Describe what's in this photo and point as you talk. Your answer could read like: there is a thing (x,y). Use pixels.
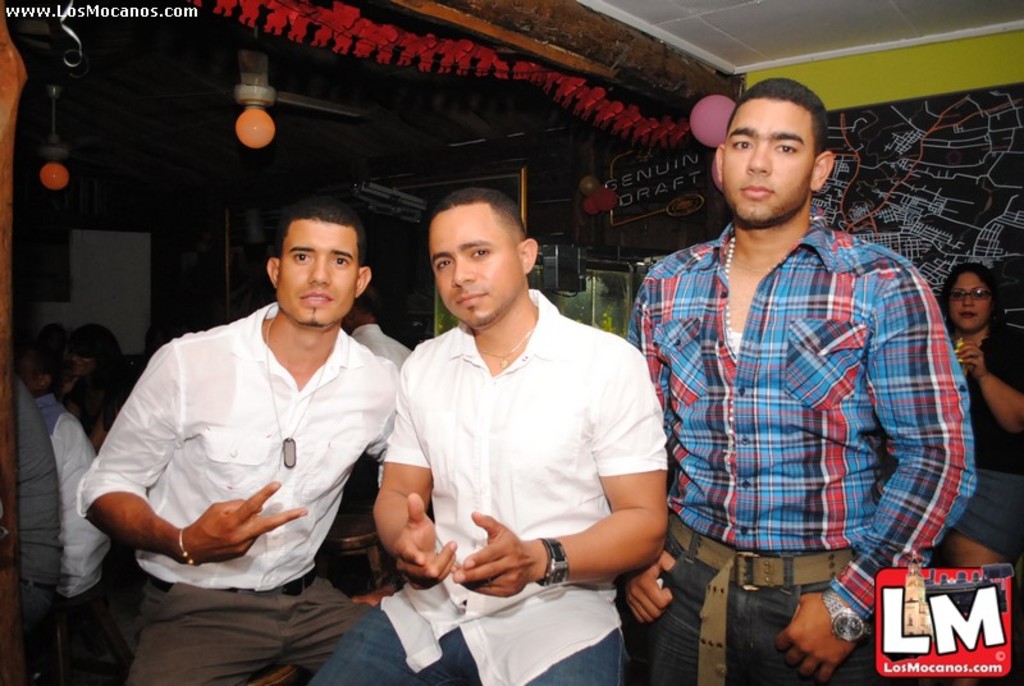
In this pictures we can see three persons (551,422) in the middle (496,322). These two are in the sitting position, and the other one is in standing position. And on the right side of a picture we can see a women (1000,556). And on the left side (35,575) we can see some persons (39,480) are sitting. And on the background (645,221) there is a wall (935,142). And these are the bulbs (240,124).
